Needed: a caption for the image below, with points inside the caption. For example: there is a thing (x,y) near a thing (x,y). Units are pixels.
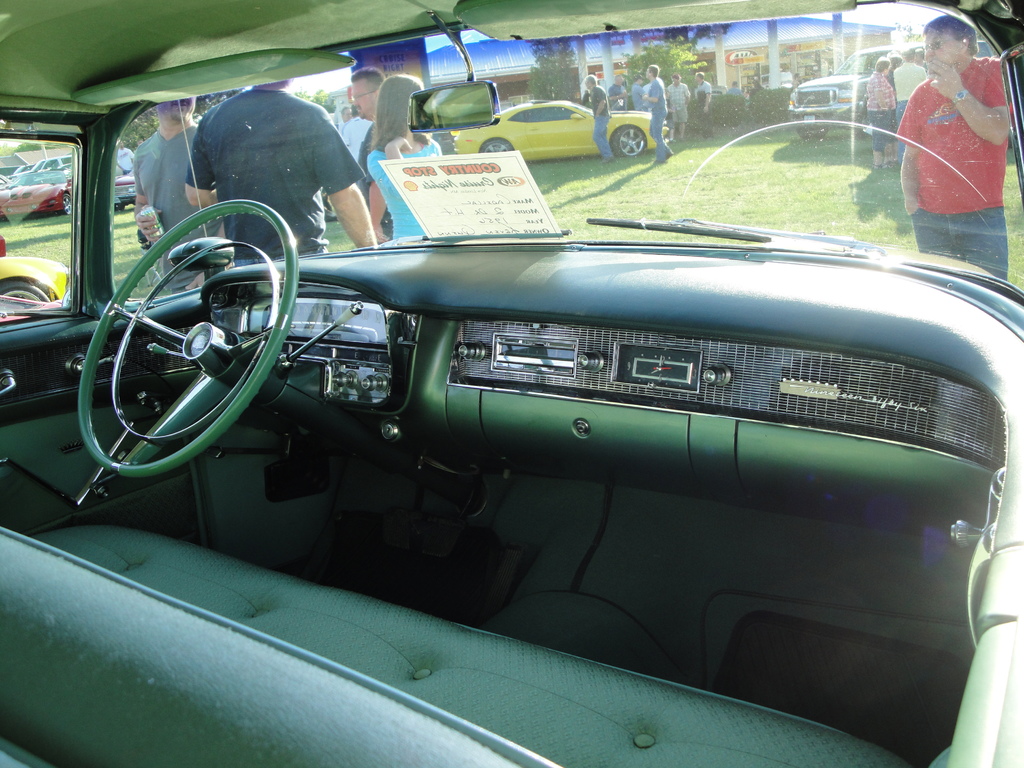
This image is clicked inside the car (464,543). There is a steering (260,386) on the left side (268,370) and a seat (152,675) on the left side (211,682) corner. there is also a mirror (432,91) placed on the top (469,79). There are people (338,173) outside the car (313,743). they are standing. There is a yellow car (572,145), and there are people (662,143) near the car (640,149). There is a tree (545,89) on the top of the image (680,56). Here on the top right corner (979,221) there is a person (971,234) standing is wearing red shirt (967,158) he is also wearing a watch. There are so many cars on the left side (21,278) corner.
